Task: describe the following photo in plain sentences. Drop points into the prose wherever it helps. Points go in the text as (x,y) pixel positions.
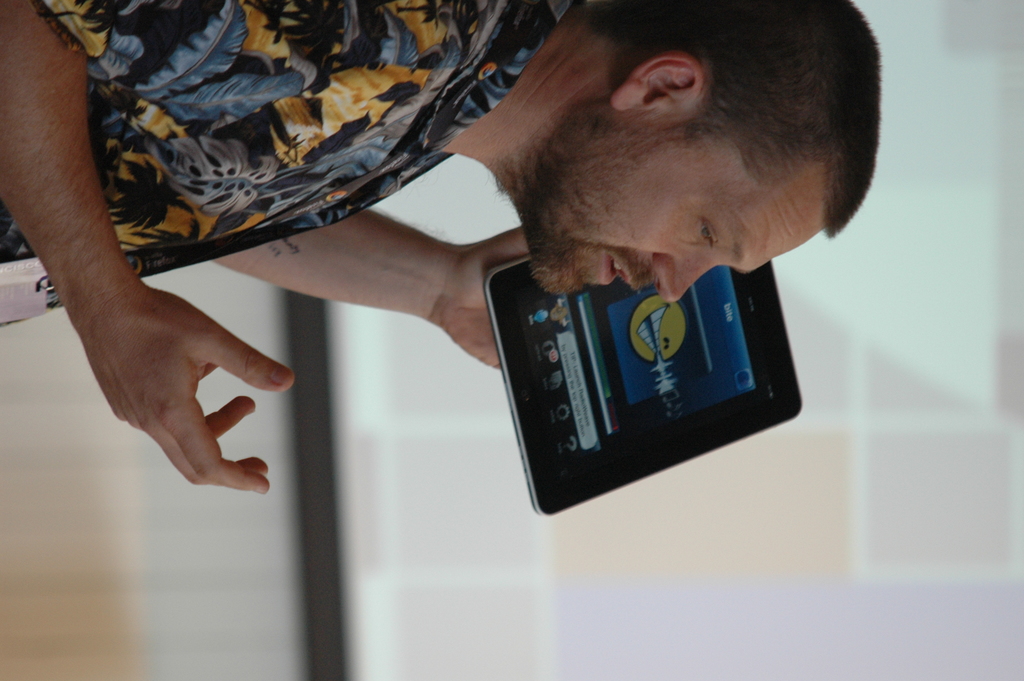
In this image at the top (430,181) we can see a man (216,52) is holding a tab (789,411) in his hand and in the background (765,434) the image is blur but we can see the screen (1012,220).
